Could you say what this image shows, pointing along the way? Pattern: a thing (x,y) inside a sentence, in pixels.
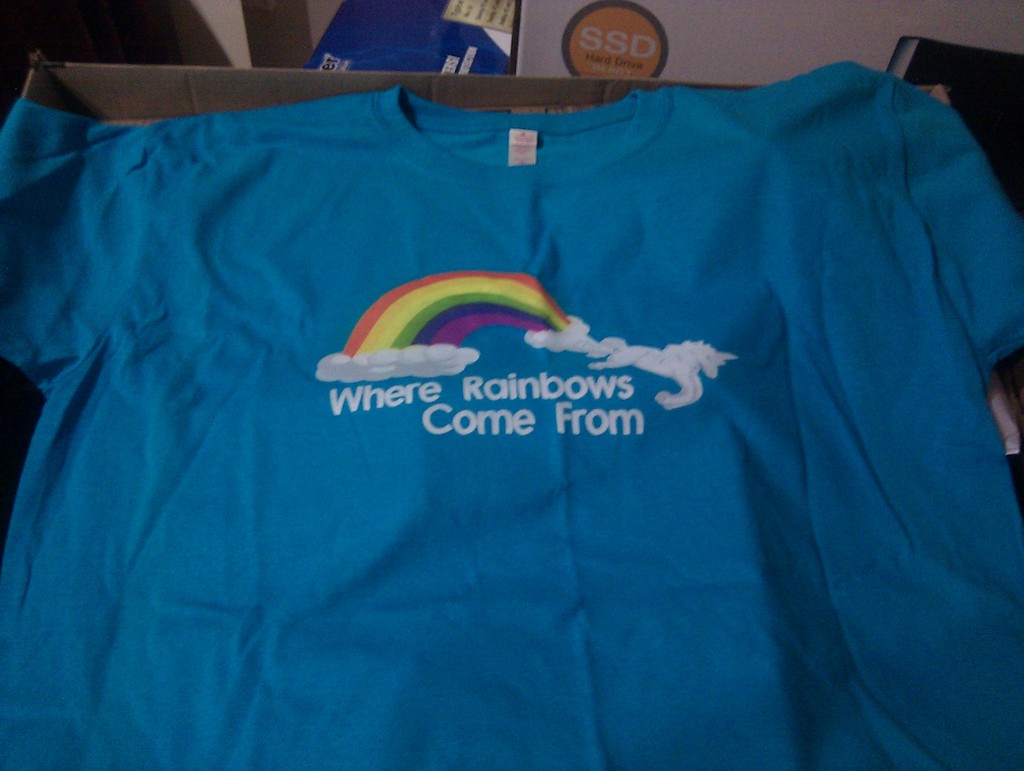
In this picture we can see a t-shirt (204,435) and in the background (65,78) we can see some objects (544,8).
